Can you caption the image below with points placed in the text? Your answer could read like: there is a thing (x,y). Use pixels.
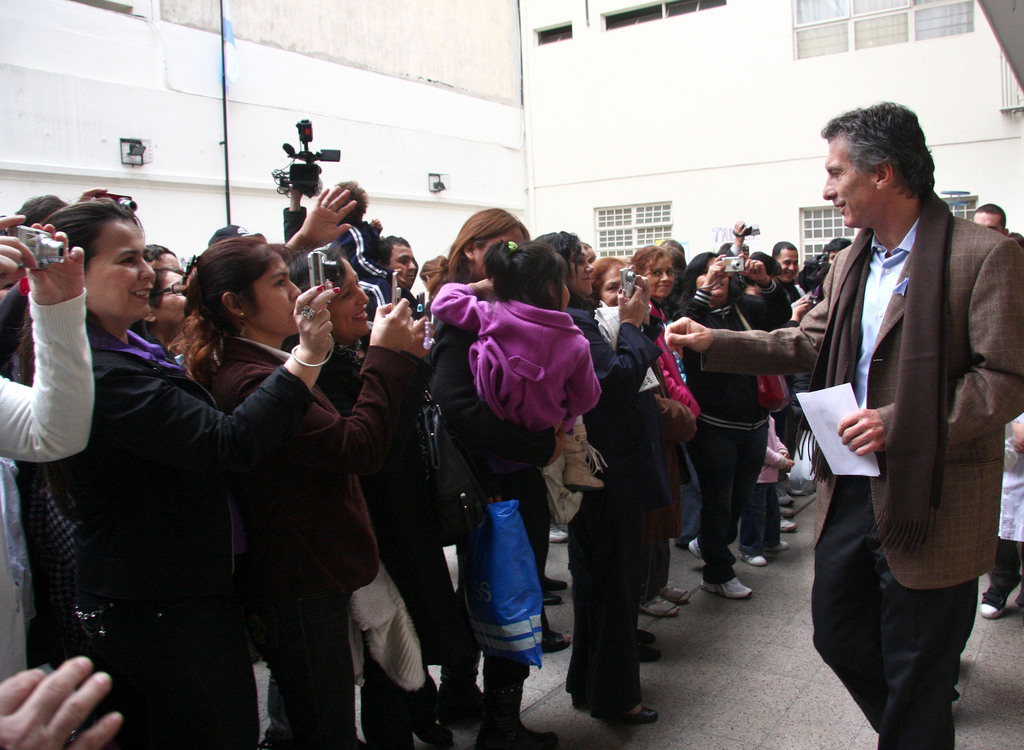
In this picture I can see group of people (195,316) standing and holding the cameras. I can see a man (929,692) standing and holding a paper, and in the background (1009,210) there are walls (1020,179) and windows (826,7).
